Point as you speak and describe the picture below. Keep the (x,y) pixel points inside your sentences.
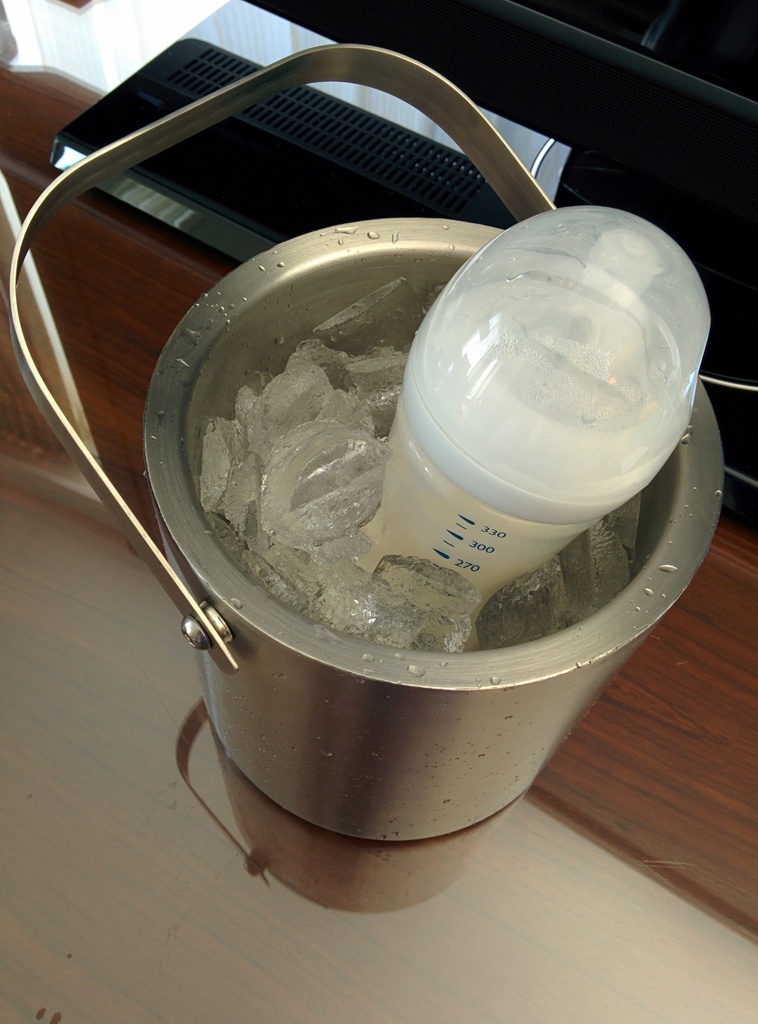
In this picture we can see container (664,562) with ice (374,493) and baby bottle (550,347) and object (298,179) on the platform (223,908).
